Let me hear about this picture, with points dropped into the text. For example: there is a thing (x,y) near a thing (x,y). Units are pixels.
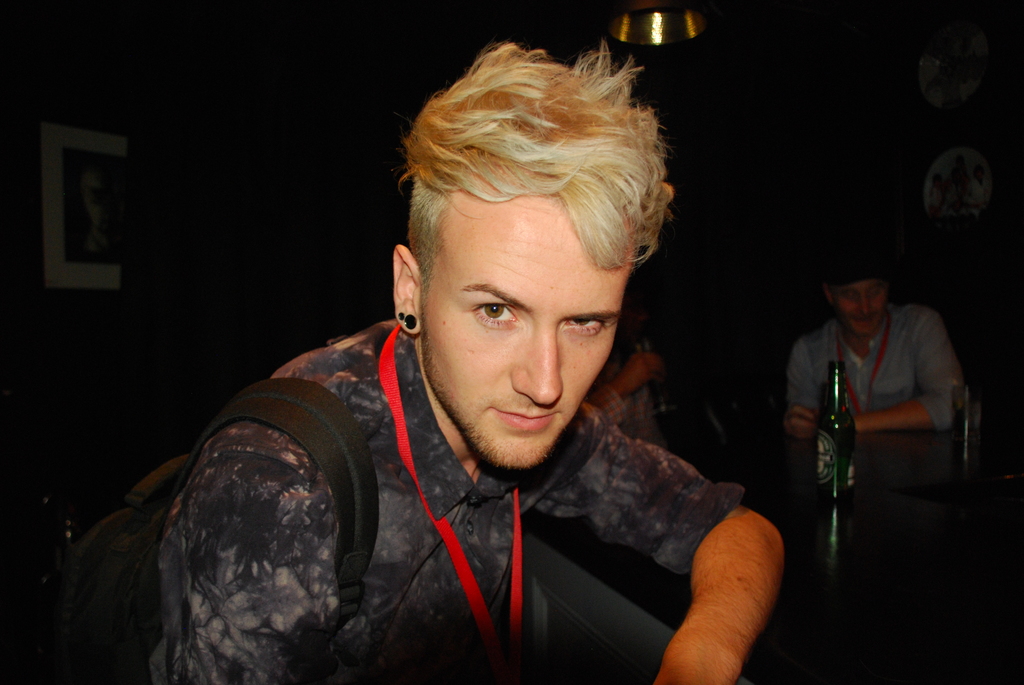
In this image we can see a person (430,509) wearing a tag (411,474) and bag (362,488). In the back (620,392) there are two persons (811,334). There is a platform (802,504). On that there is bottle (825,427) and glass (966,408). On the left side (72,257) we can see a photo frame (93,273). In the background (268,123) it is dark.
